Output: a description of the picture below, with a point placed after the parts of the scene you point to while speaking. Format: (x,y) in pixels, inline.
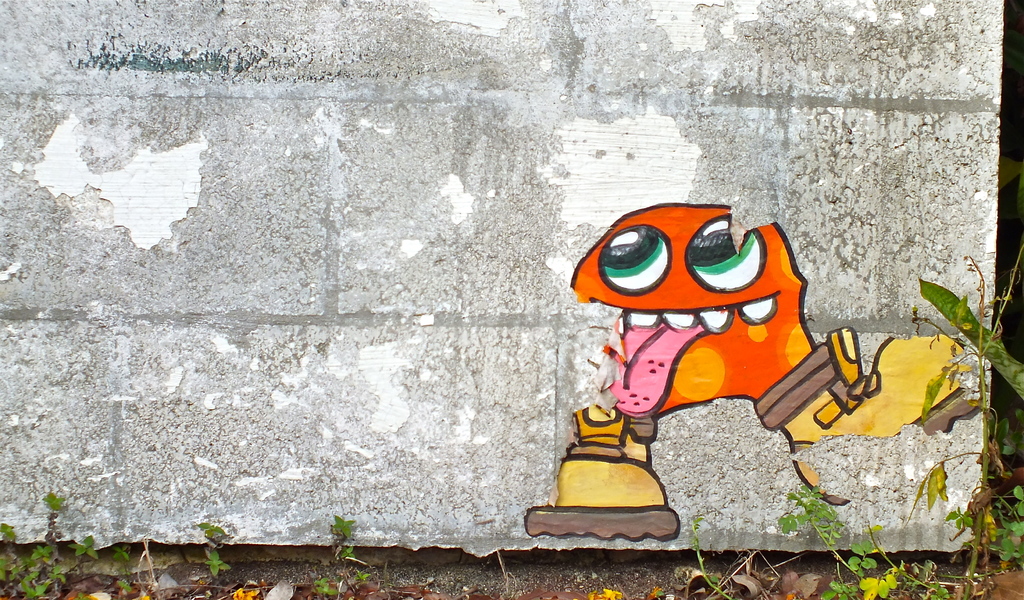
In this image we can see some painting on a wall (416,388). We can also see some plants (830,528).
